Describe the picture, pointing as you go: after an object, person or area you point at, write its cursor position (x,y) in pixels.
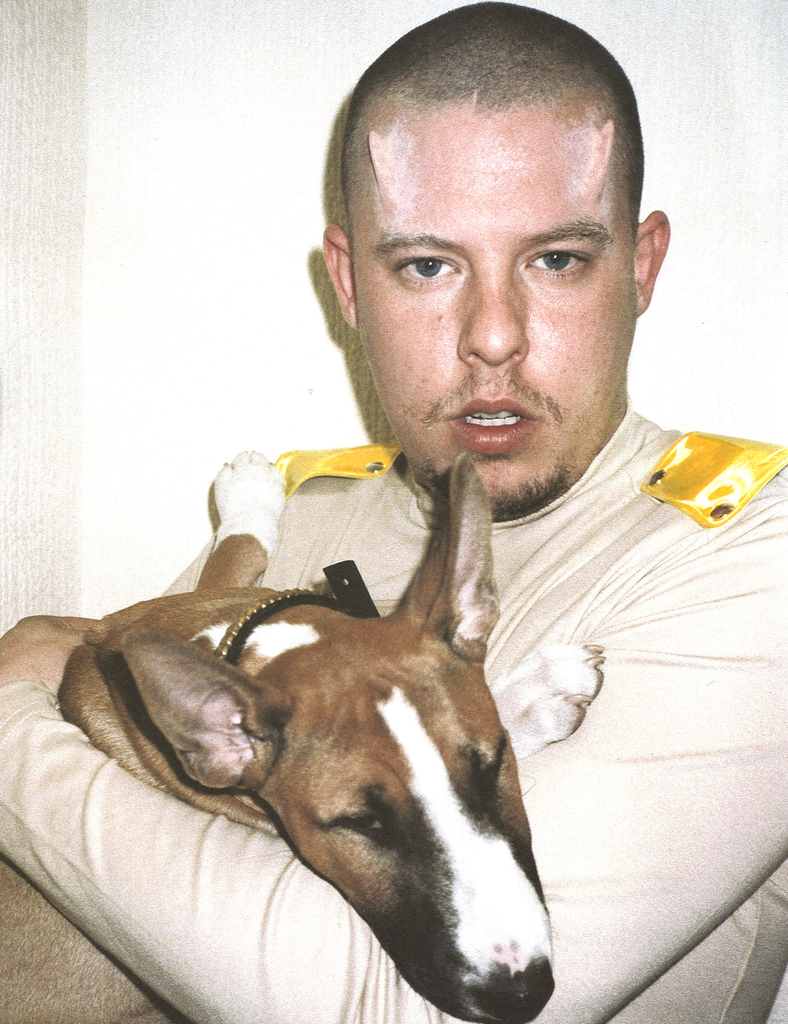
In this picture there is a person (54,872) who is standing at the center of the image (460,583) by holding a dog (351,753) in his hands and there are horns (606,132) on the forehead (575,211) of the person (579,157).
